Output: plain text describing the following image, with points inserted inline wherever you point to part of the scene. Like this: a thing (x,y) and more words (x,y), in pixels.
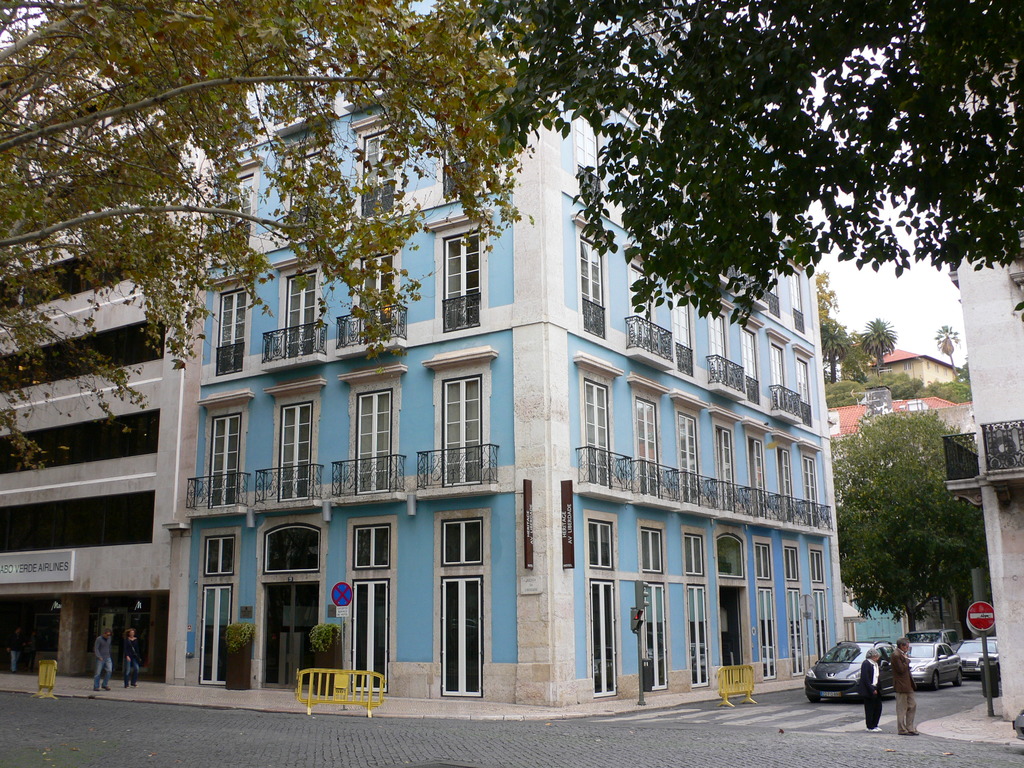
In this image we can see few buildings (698,436), trees (964,527), people (870,709) standing near the buildings (149,675), there are few vehicles (841,688) and barricades (365,700) on the road (548,725) and the sky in the background (850,291).
